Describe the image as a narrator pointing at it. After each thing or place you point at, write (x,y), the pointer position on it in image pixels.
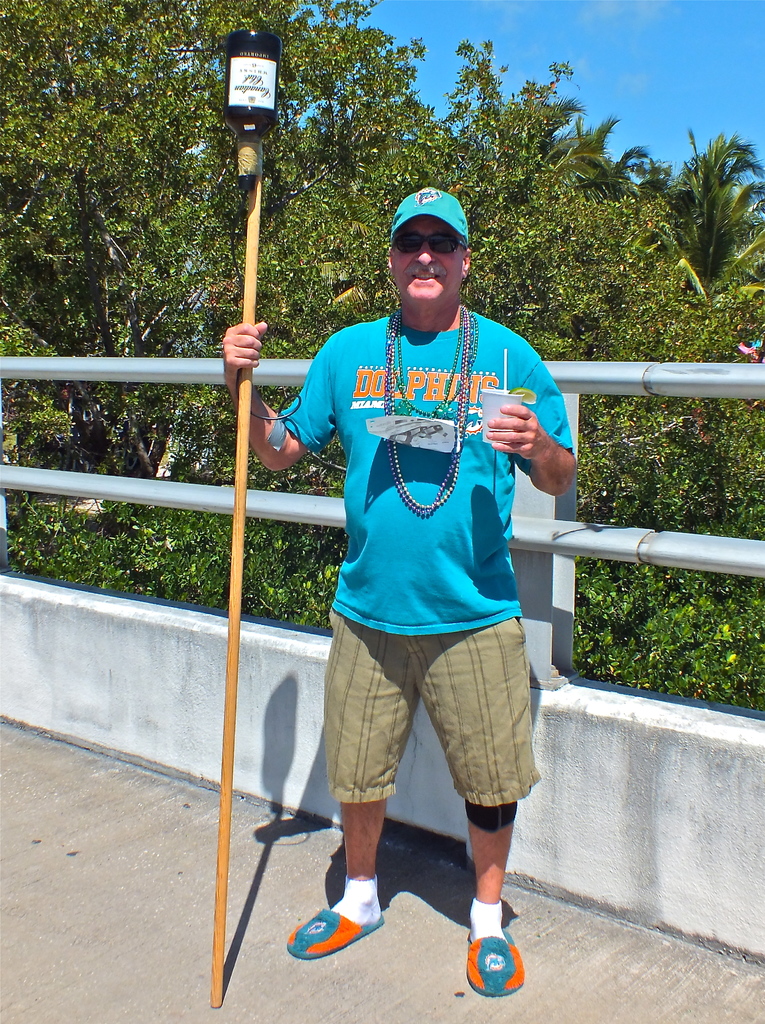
In this image, I can see a person (434,599) standing and holding a cup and stick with a bottle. Behind the man (448,639), there is a railing (580,531) on the wall (600,713). In the background (144,251), there are trees (144,251) and the sky (646,132).
